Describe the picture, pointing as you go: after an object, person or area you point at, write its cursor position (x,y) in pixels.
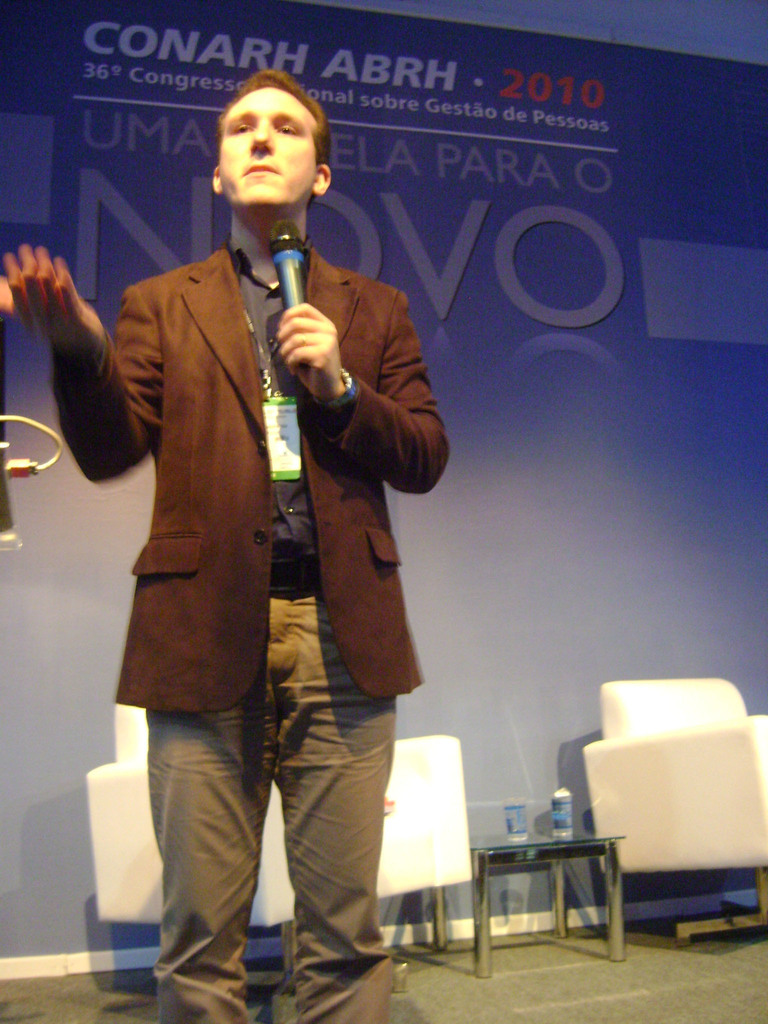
In this picture i could see a person (329,768) holding a mic (300,288) in his hand (308,323), he is dressed in blazer (392,667). In the background (450,737) i could see white colored sofas (442,777) and table (550,844).
